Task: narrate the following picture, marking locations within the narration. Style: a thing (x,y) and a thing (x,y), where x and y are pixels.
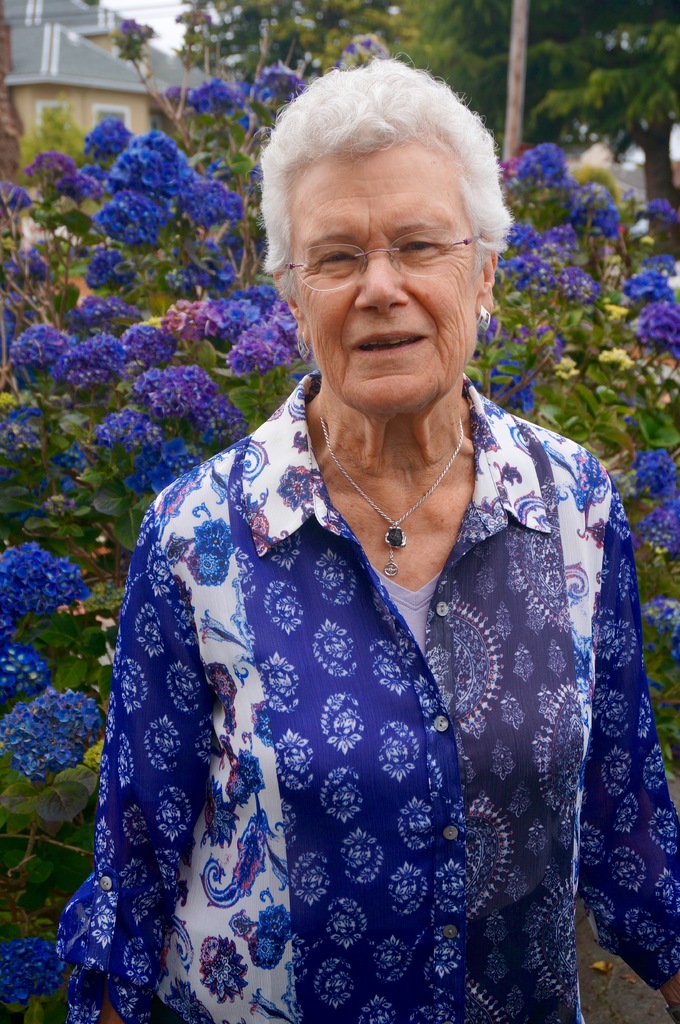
In this image we can see a woman (288,702). She is wearing blue and white color shirt (288,702). Behind her purple color flower plants (290,330) are there and trees (446,28) are present. Top left of the image (94,33) one house (59,91) is there.
